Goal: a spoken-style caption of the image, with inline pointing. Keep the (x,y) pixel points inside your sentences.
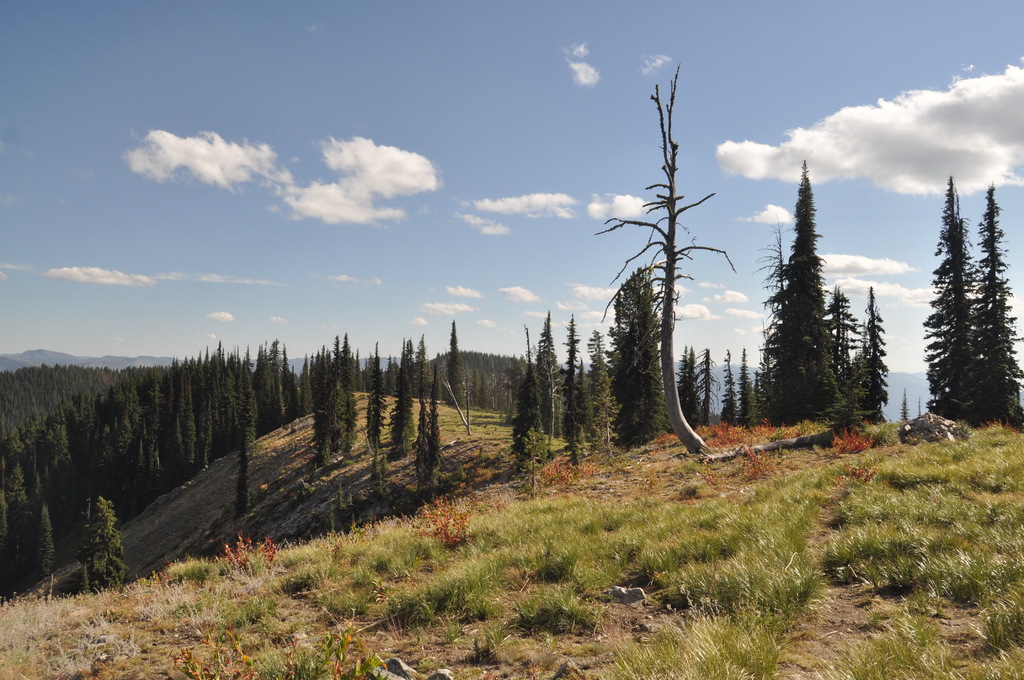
In this image we can see some trees (178,458), grass (656,534), stones (932,425) and mountains (924,410), in the background (427,125), we can see the sky (278,110) with clouds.
